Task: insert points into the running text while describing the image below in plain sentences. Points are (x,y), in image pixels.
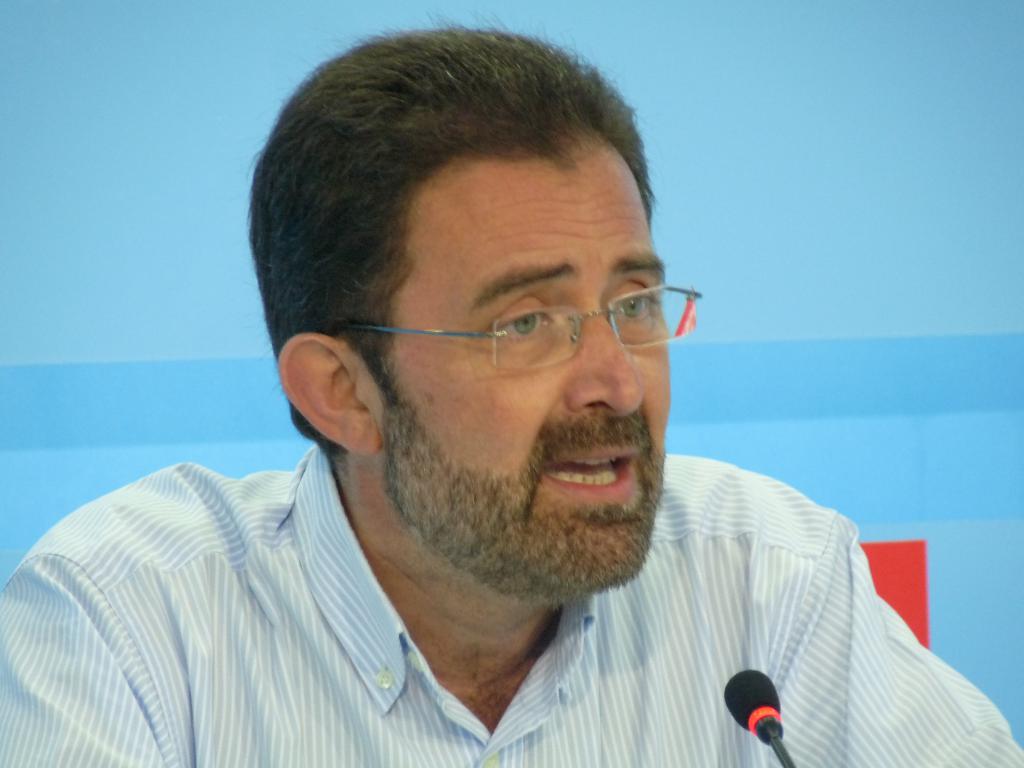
In this image we can see a man (513,521) sitting. At the bottom (765,687) there is a mic (769,714). In the background (876,381) there is a wall (200,236).
